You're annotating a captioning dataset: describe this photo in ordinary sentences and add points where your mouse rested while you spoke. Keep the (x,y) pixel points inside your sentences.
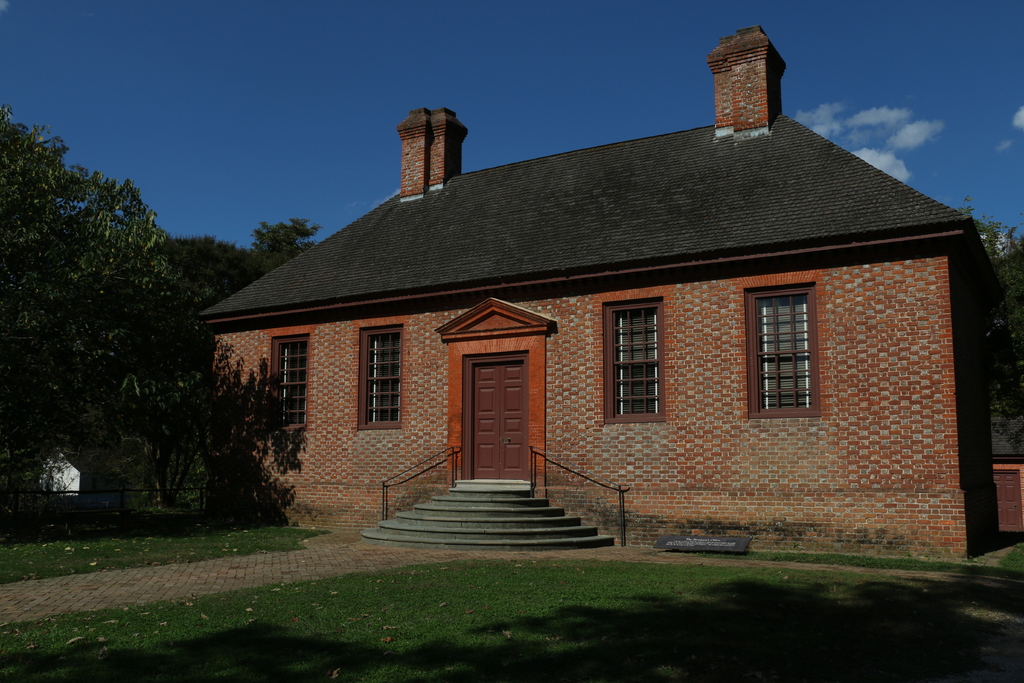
In this image in the front (531,565) there's grass (540,577) on the ground (555,566). In the background (607,510) there are trees (165,386) and there is house (763,388) and the sky (1012,182) is cloudy.
